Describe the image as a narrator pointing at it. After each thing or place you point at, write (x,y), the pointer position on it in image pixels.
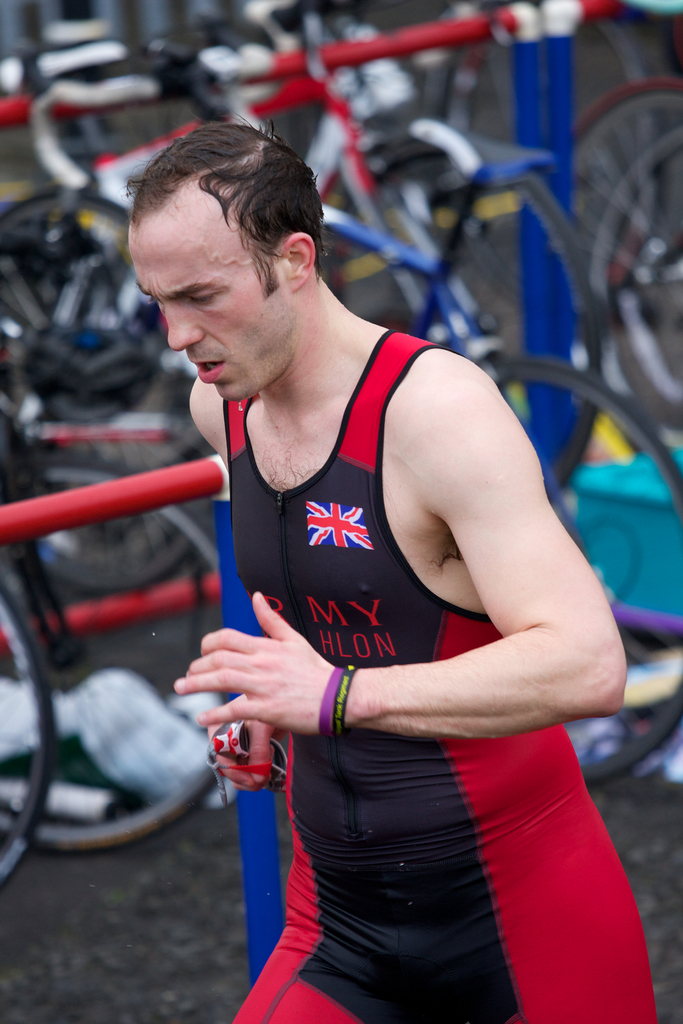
As we can see in the image in the front (332,531) there is a man (339,580). In the background (336,122) there are bicycles (462,66). The background (443,52) is little blur.
